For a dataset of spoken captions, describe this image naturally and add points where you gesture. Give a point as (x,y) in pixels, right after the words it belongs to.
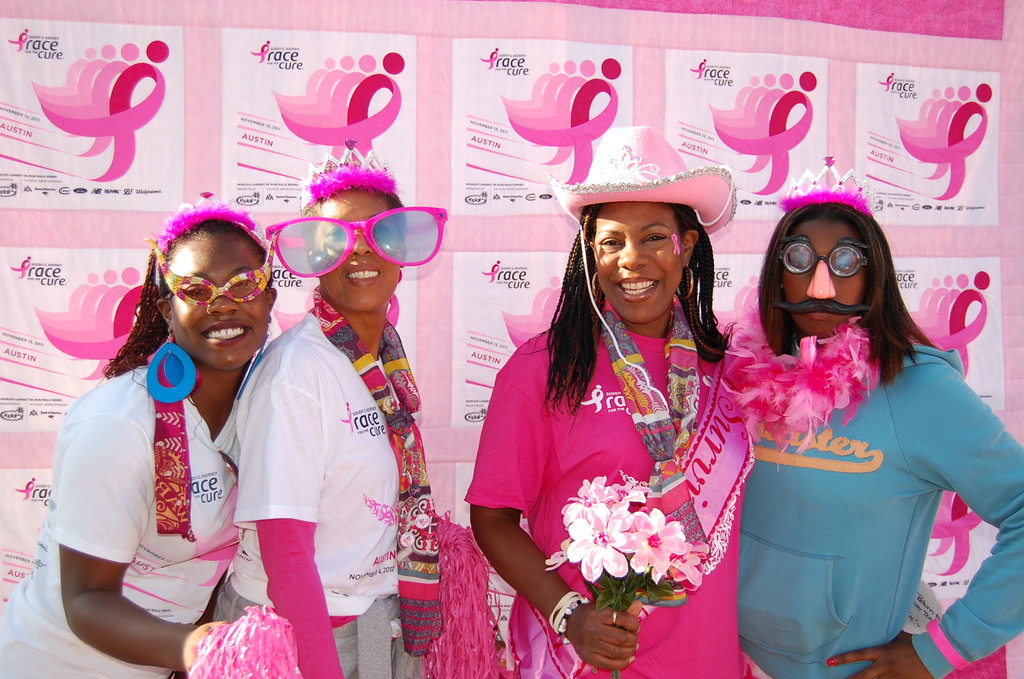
In this image, on the right side (846,319), we can see a person (831,552) wearing a blue color jacket (966,424). On the right side (691,465), we can also see a woman (658,423) standing and holding flowers (646,560) in her hand (622,623). On the left side (196,430), we can see two women (382,423) are standing and holding something in their hand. In the background (950,126), we can see a hoarding (427,146) which is in pink and white color.
